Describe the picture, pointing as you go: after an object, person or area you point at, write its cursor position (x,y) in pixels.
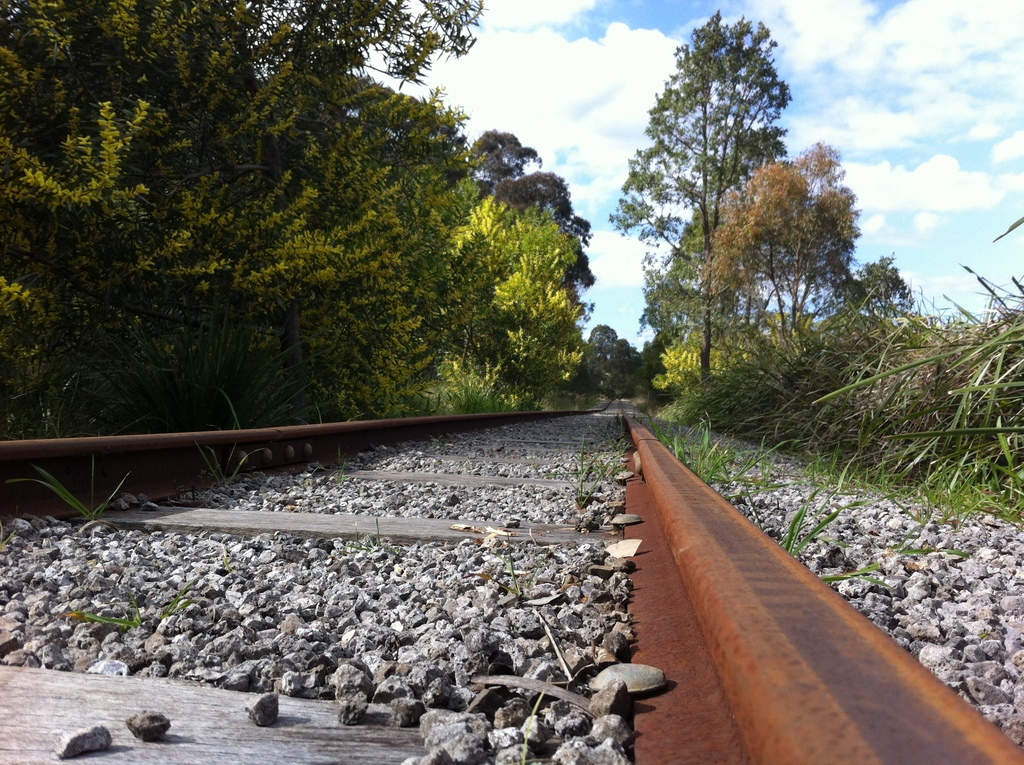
In this picture we can see train tracks (763,597) and stones (418,592), in the background (907,139) we can find few plants (794,384), trees (340,222) and clouds (921,137).
